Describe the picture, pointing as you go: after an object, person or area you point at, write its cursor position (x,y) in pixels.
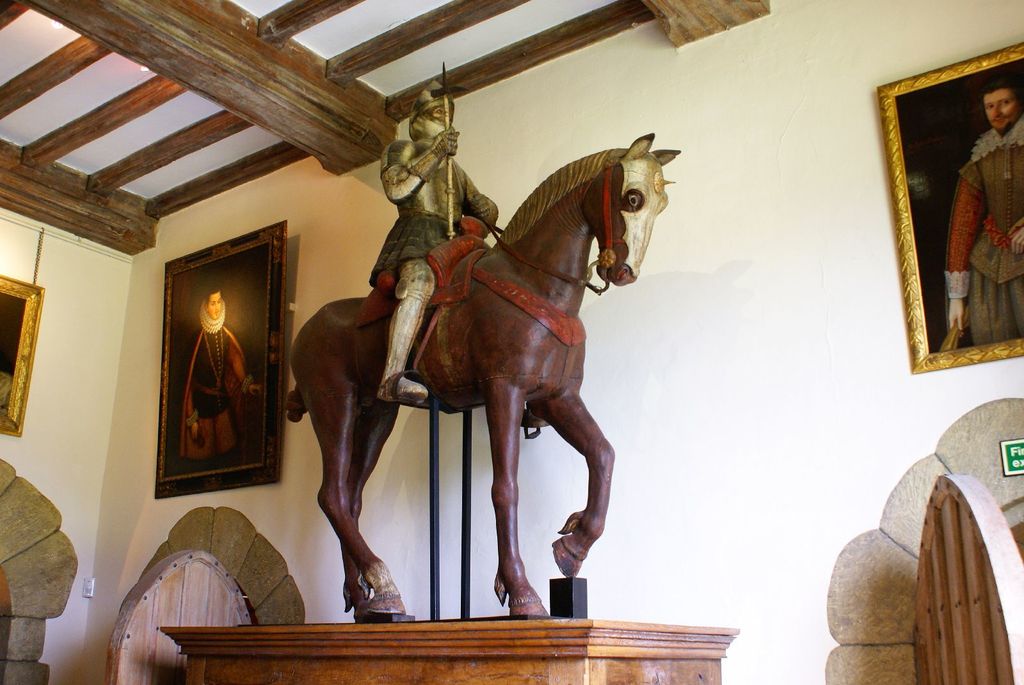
In the image we can see there is a statue of horse (495,358) in which there is a statue of man (442,241) is sitting and on the wall (61,346) there are two photo frames (966,326) of persons (950,274) who are standing and on the top (141,90) is made of wooden sticks (288,124).
